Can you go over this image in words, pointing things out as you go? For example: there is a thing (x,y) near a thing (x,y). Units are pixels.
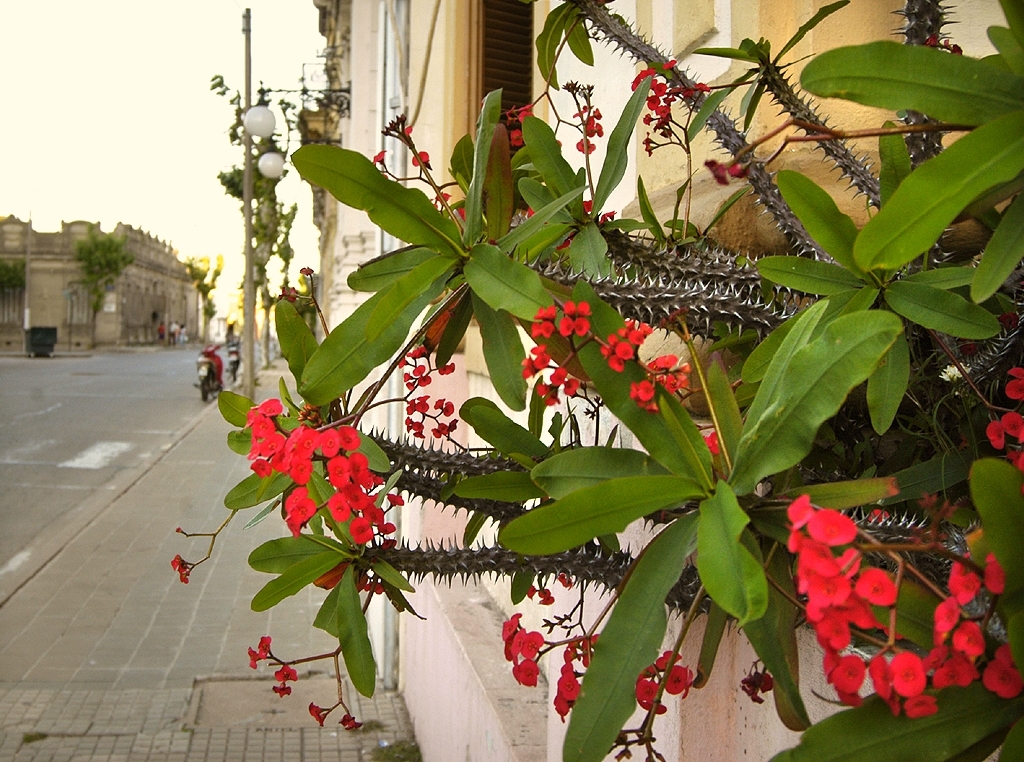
In this picture I can see plants (597,317) in front (1012,500) on which there are flowers (298,466) which are of red in color and I see the building (446,665) behind this plants (433,263). In the background (137,329) I see the buildings (119,334) and the road (88,394) and I see few trees (261,203) and I see the sky (91,147).
